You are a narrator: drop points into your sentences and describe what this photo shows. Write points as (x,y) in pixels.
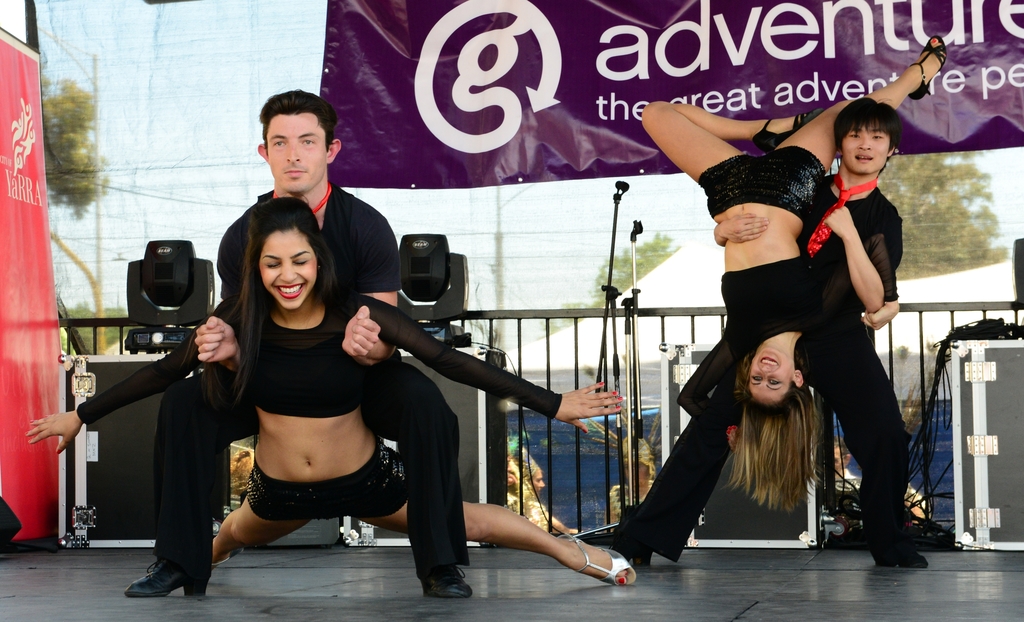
In this image, we can see few people (806,445) are in pose on the surface (883,592). Background (14,196) we can see banners (34,329), railing (521,353), boxes (967,437), few objects (467,339). Here we can see trees (935,214), tent (594,354), pole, few people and sky (234,179).
